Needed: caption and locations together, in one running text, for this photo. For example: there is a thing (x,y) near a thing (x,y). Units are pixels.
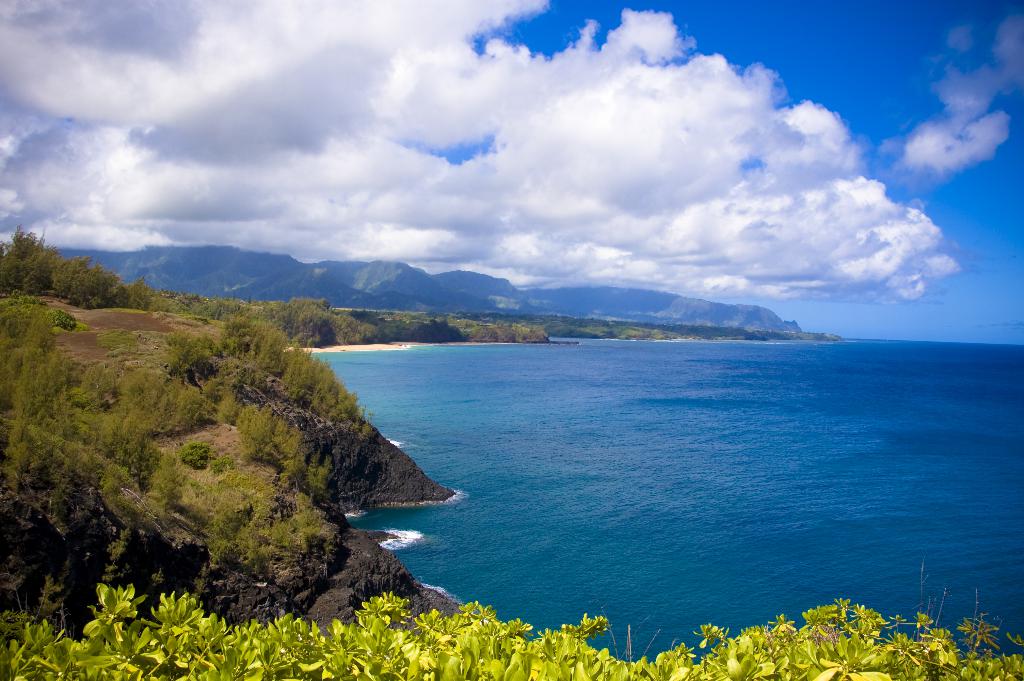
In this image we can see trees (37,379), hills (230,433), plants (140,398), grass (195,482), water (555,413), sand (346,347), sky (829,79) and clouds (517,204).
